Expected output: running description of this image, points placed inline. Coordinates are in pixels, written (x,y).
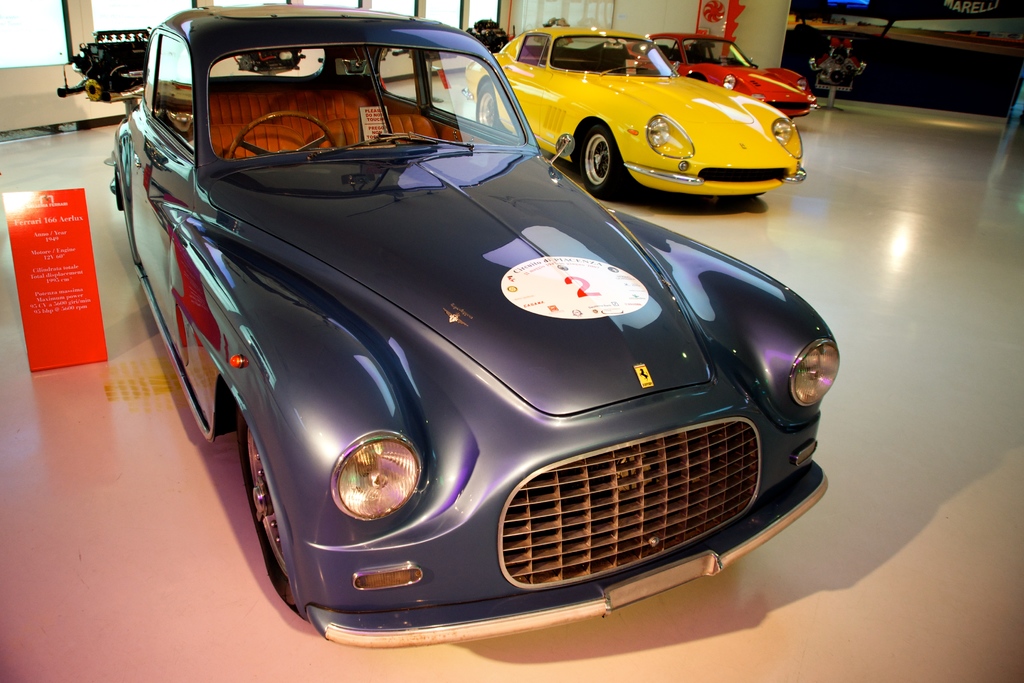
In this image we can see there is an inside view of the building (61,78). And there are vehicles (462,166) on the floor (840,172) and there is a board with text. And at the back (135,79) it looks like a machine (116,58) and there are windows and table (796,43). On the table (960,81) there are a few objects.
